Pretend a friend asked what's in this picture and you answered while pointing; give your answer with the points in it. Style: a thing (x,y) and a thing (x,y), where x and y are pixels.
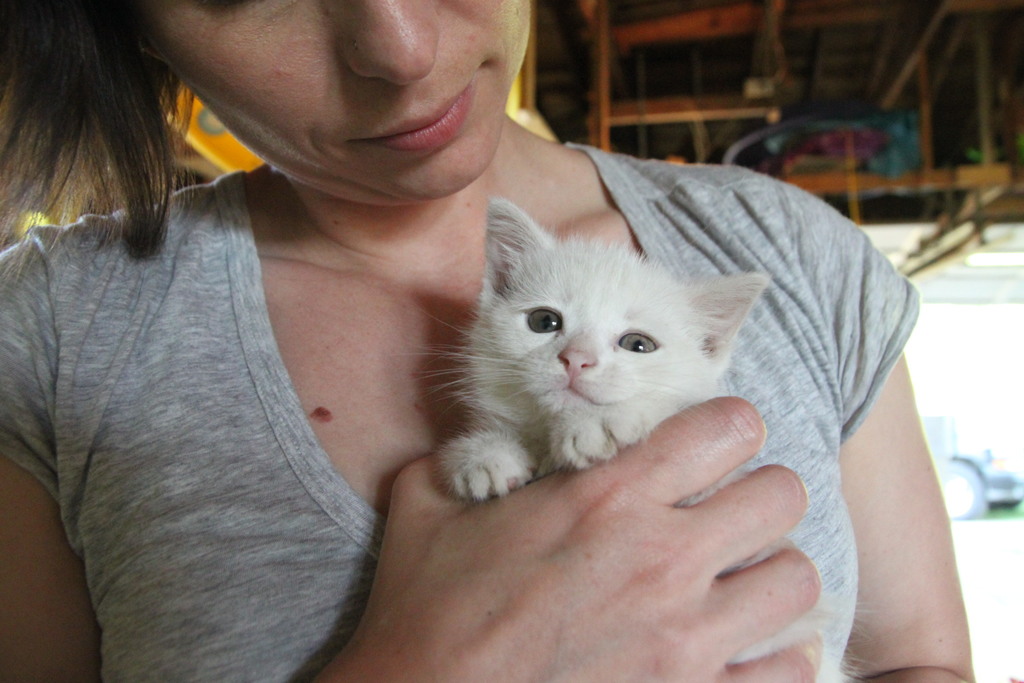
In this image I can see the person (293,252) and the person (423,508) is holding a cat (489,468). The cat (558,468) is in white color and the person (725,440) is wearing gray color shirt (760,411), background (549,38) I can see the wooden object (929,125).
